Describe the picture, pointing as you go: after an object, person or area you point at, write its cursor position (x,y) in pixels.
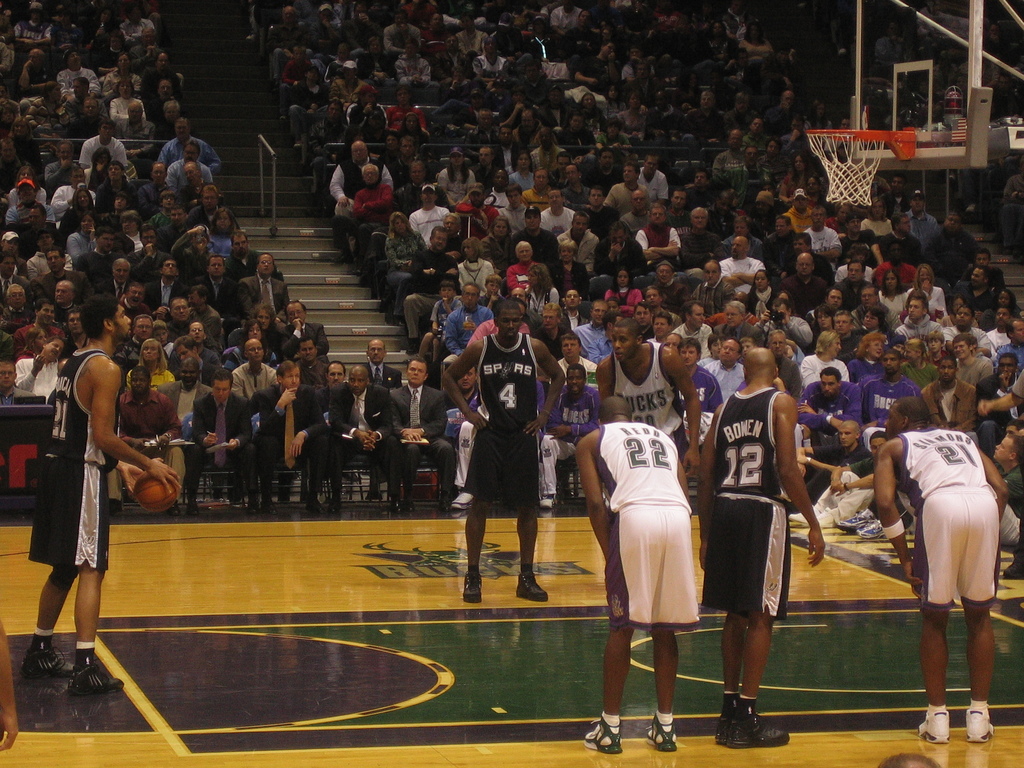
In this there are basketball players (940,445) in the center of the image (528,456) and there are group of people (117,56) in the background area of the image (569,284) as audience (778,296).
